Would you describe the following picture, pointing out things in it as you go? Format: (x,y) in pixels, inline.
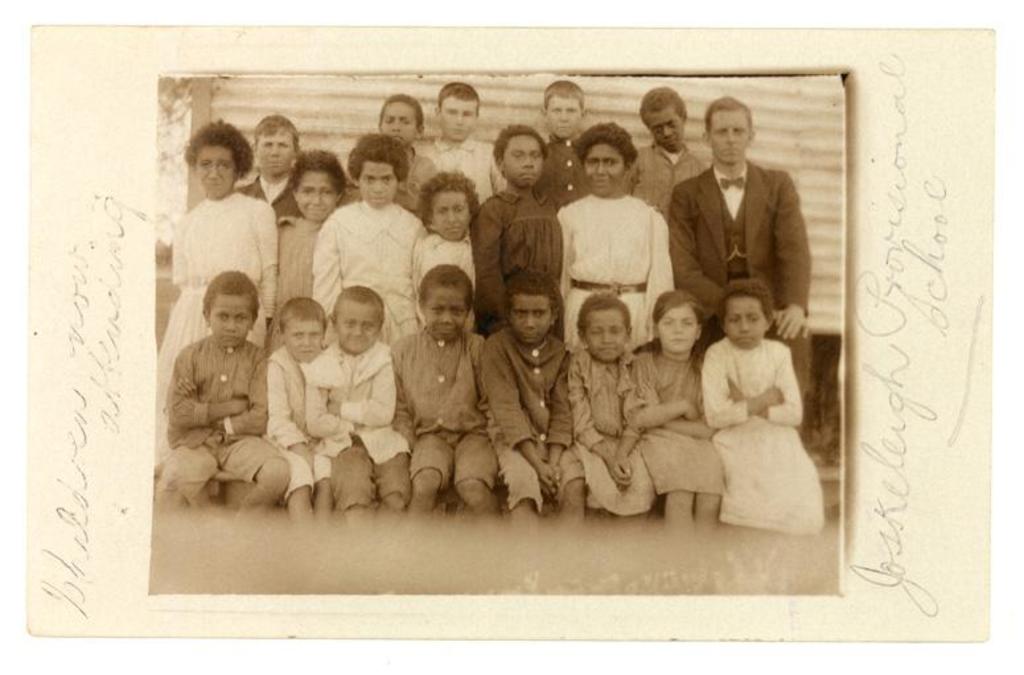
This image is black and white image. There are some persons (365,416) sitting at below of the image and some persons (780,211) are standing in the background (458,156) and there is a text (870,579) written at right side of this image (895,430) and left side of this image (65,551).
